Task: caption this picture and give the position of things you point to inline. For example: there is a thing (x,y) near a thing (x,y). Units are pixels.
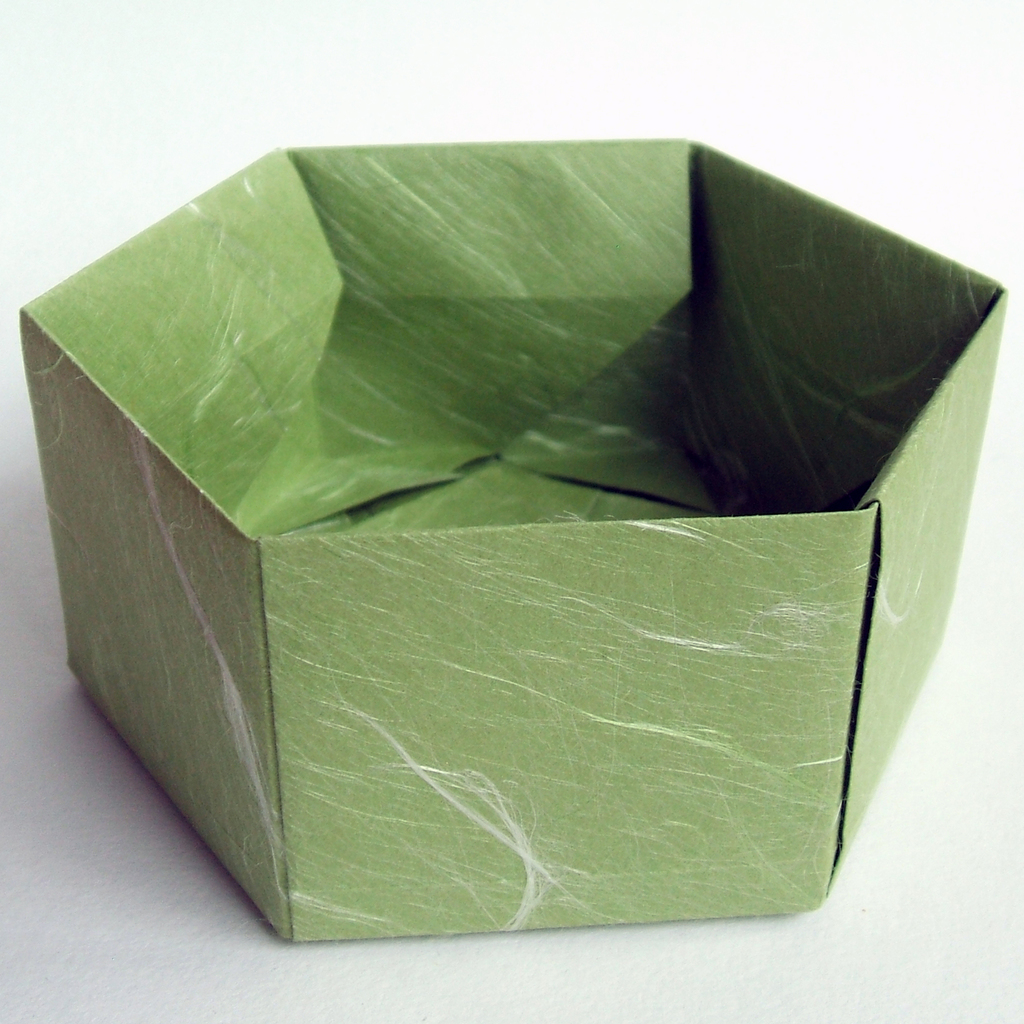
In this image, we can see a craft (522,590) on the white surface (1019,164).
